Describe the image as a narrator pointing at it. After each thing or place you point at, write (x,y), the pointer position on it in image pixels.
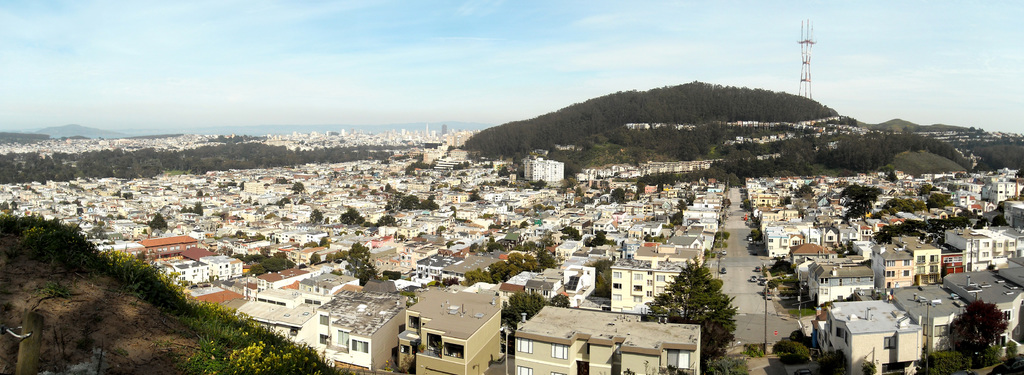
This is the picture of a city (881,197). In this image there are buildings (517,362) and trees (786,202). At the back (860,138) there are mountains (698,133) and there is a tower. In the foreground (276,365) there are poles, there are vehicles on the road (791,328) and there are flowers (274,350), plants (274,350). At the top (633,12) there is sky (484,50) and there are clouds (573,89).
